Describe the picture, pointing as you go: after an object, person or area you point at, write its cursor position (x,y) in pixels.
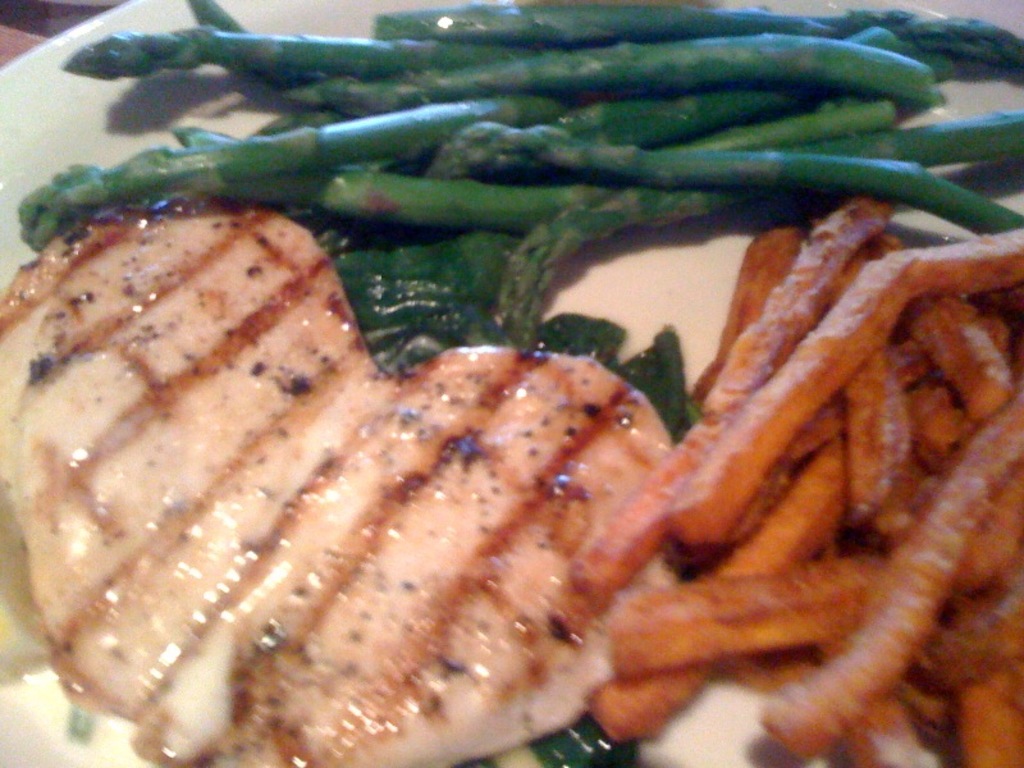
In this image there is one plate (146,111), in that plate (150,95) there are some food items (260,622) and french fries (818,413).
